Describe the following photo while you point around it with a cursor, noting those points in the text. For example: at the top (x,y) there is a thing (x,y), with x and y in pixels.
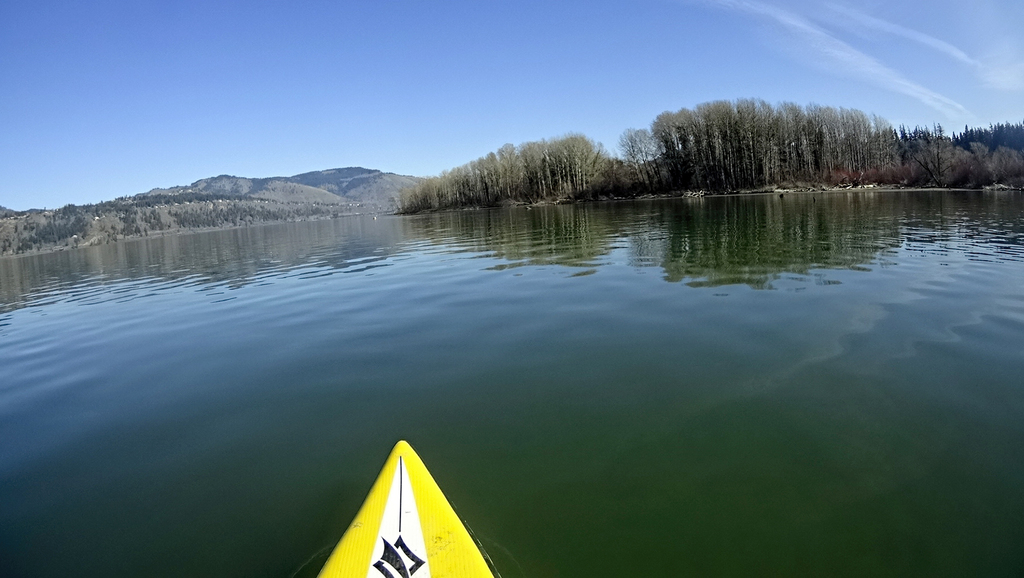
In this image we can see the partial part of the boat (387,477). And we can see the water (606,251). And we can see the mountain (184,219). And we can see the surrounding trees (82,218). And we can see the clouds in the sky (496,110).
